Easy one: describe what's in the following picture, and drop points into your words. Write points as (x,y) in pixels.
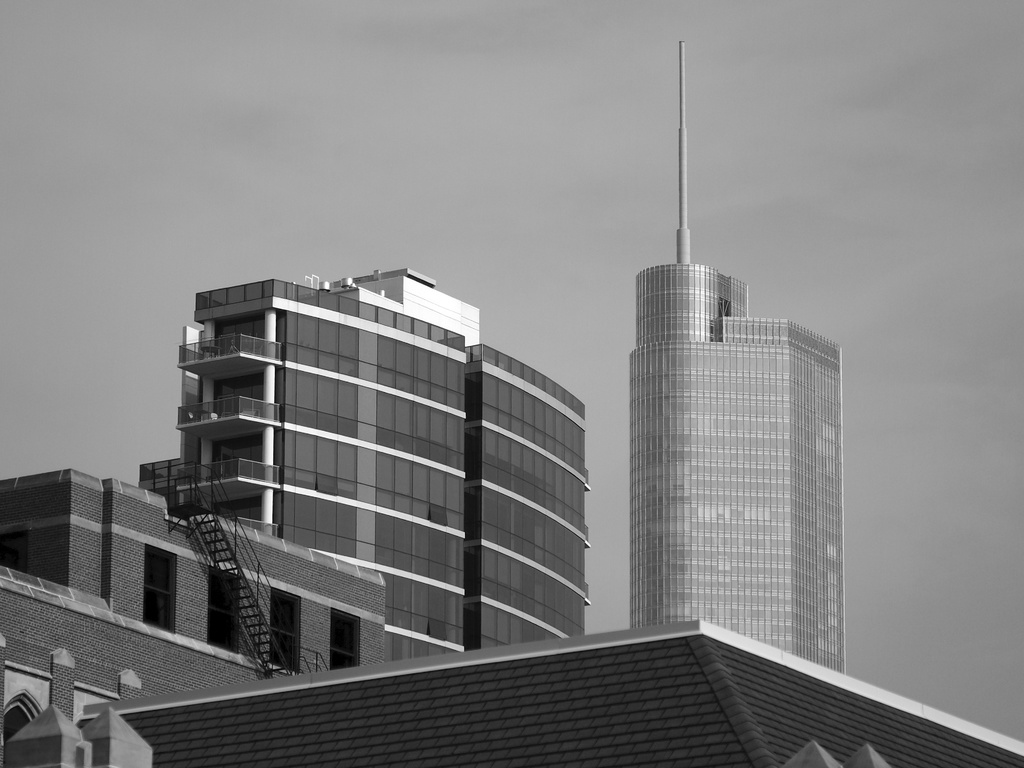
In this picture there are buildings (699,612). On the left side of the image (256,612) there is a staircase (260,626). In the foreground (591,739) it looks like roof tiles (658,701) on the top of the building (697,691). At the top (266,18) there is sky (352,44).
